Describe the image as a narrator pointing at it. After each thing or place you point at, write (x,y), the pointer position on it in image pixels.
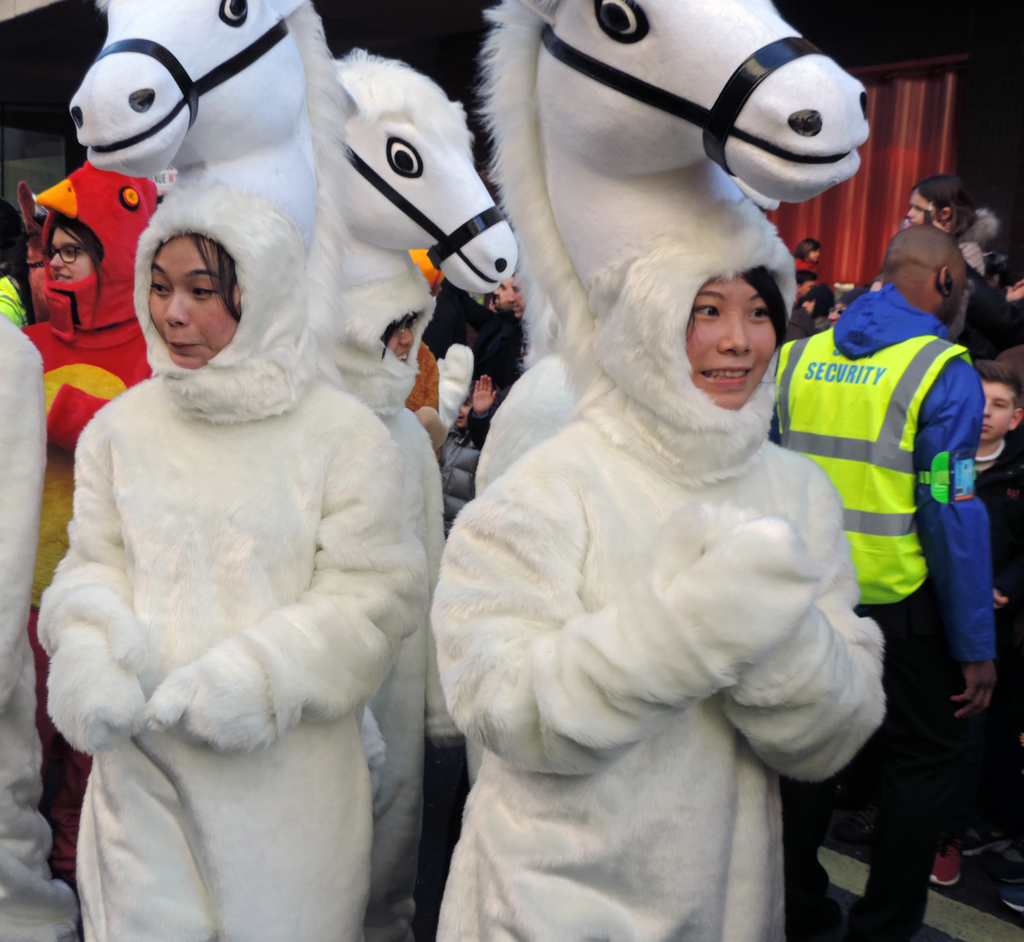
In this picture we can see a group of people (472,449), among them some people (160,357) in the costumes (170,384). Behind the people (226,264), there is a red object (799,216) and a dark background (1018,188).
